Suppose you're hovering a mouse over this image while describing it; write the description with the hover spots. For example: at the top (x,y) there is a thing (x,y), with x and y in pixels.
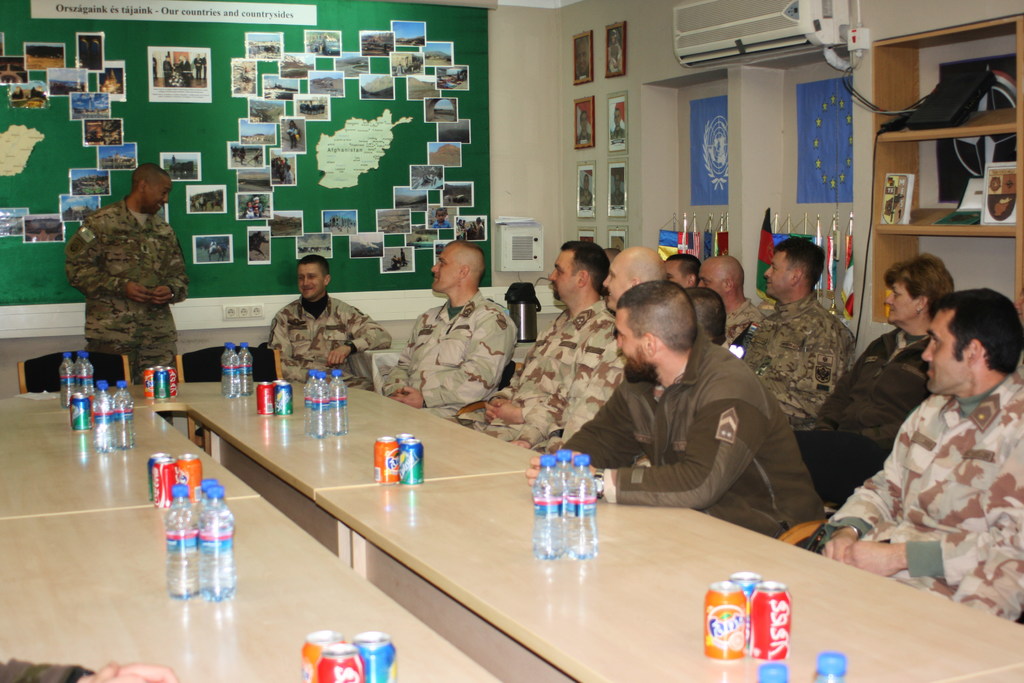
In this picture I can see few people (744,364) are sitting on the chairs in front of the table (275,437), on which some bottles (188,519), tins (166,491) are placed on the table (136,470), one person (150,326) is standing and talking, behind I can see some photos (291,91) on the board (287,106).
